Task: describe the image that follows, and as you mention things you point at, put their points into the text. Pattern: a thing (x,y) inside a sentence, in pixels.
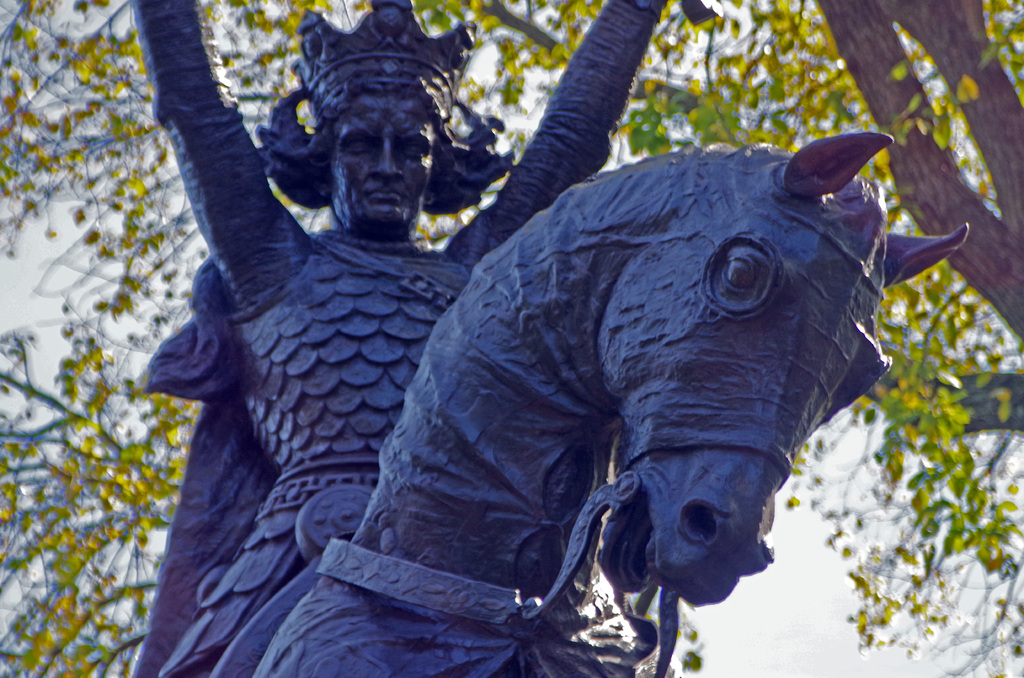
In this picture there is a statue (255,470) of a person (323,547) sitting on the horse (766,487). At the back (1023,262) there are trees (1018,277). At the top (57,203) there is sky (28,229).
